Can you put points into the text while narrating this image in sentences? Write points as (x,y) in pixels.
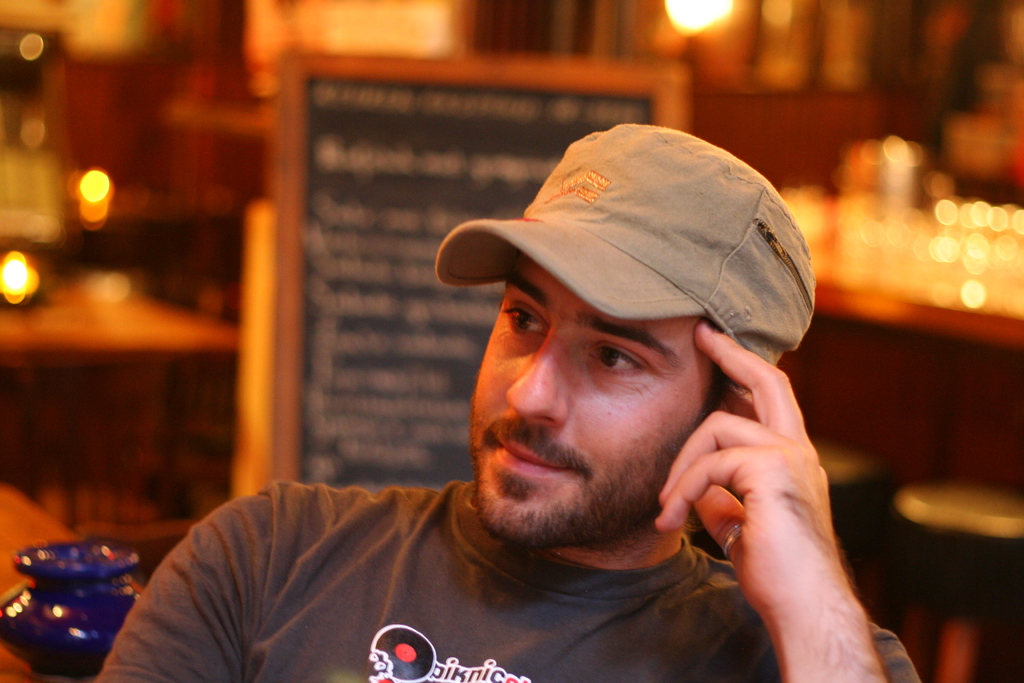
In this image there is a person (480,464), behind the person (573,443) there is a display board (466,151).
